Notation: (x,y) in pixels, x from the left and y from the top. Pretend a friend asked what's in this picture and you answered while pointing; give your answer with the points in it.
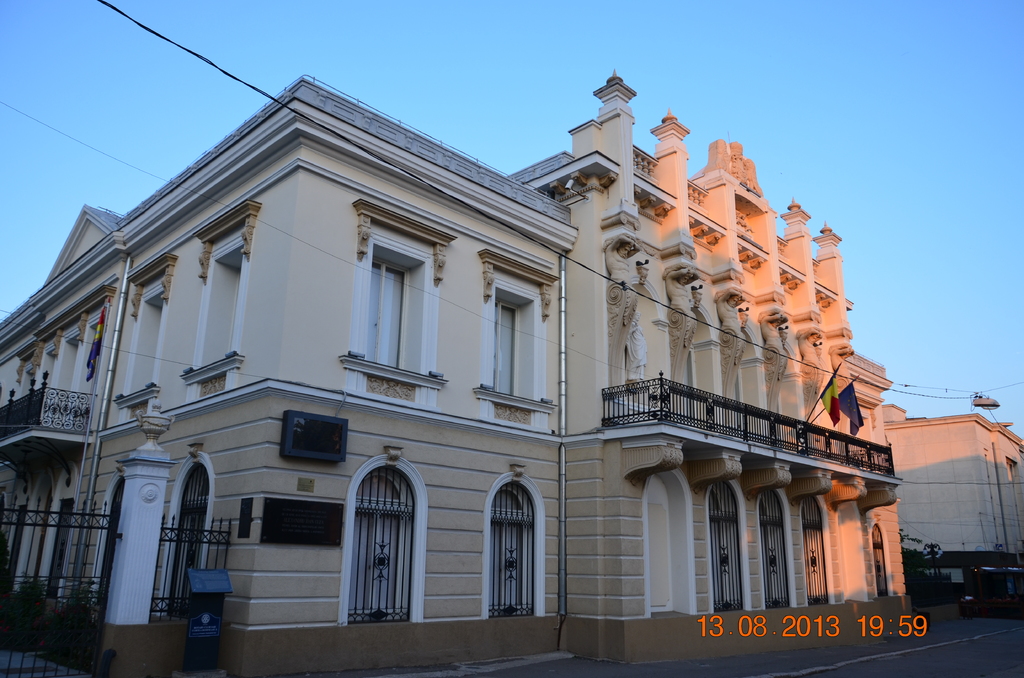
In the image there is a building (539,447) in the foreground (554,507) and there is date and time information (812,625) at the bottom right corner of the image (800,619).
